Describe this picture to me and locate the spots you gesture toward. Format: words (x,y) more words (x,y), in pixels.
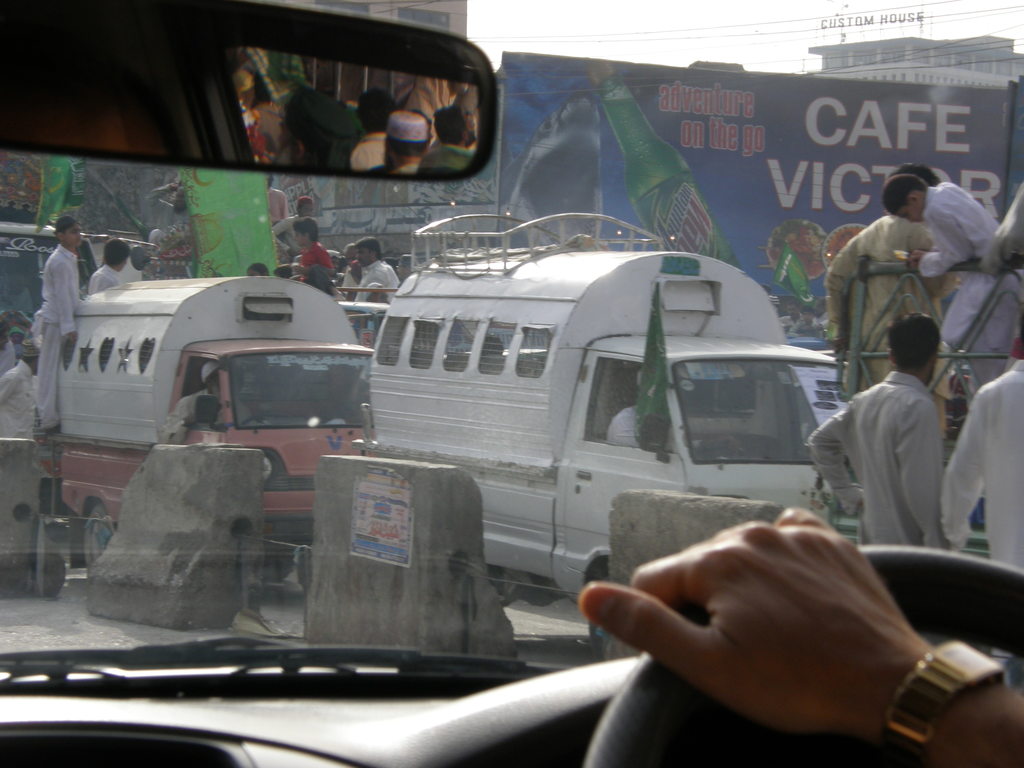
In this picture we can see inside of a vehicle (233,706), here we can see a mirror (369,154), windshield wiper (274,655) and a person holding a steering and in the background (901,2) we can see vehicles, people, banners (714,137), buildings (857,44), sky (871,32).
